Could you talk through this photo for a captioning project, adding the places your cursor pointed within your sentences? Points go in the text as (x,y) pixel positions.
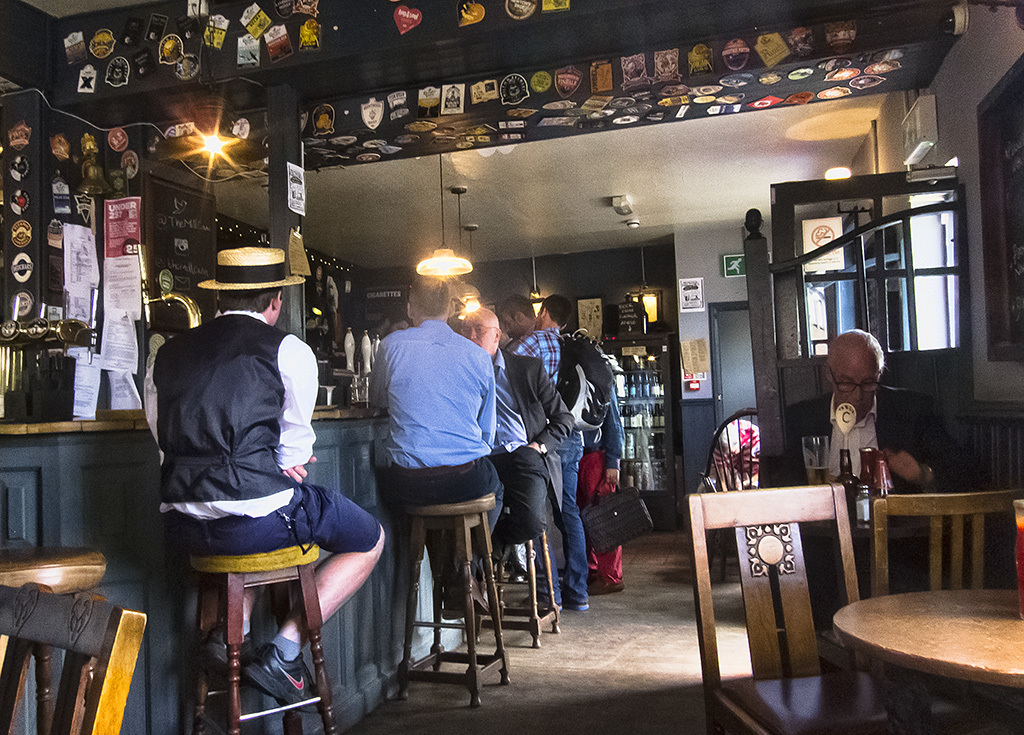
In this image i can see few people (524,496) sitting and few people (557,342) standing. I can see some chairs (761,633) and a table (916,610) and the door (836,270). To the ceiling (464,46) i can see few stickers (425,98) and the lights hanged to it.
